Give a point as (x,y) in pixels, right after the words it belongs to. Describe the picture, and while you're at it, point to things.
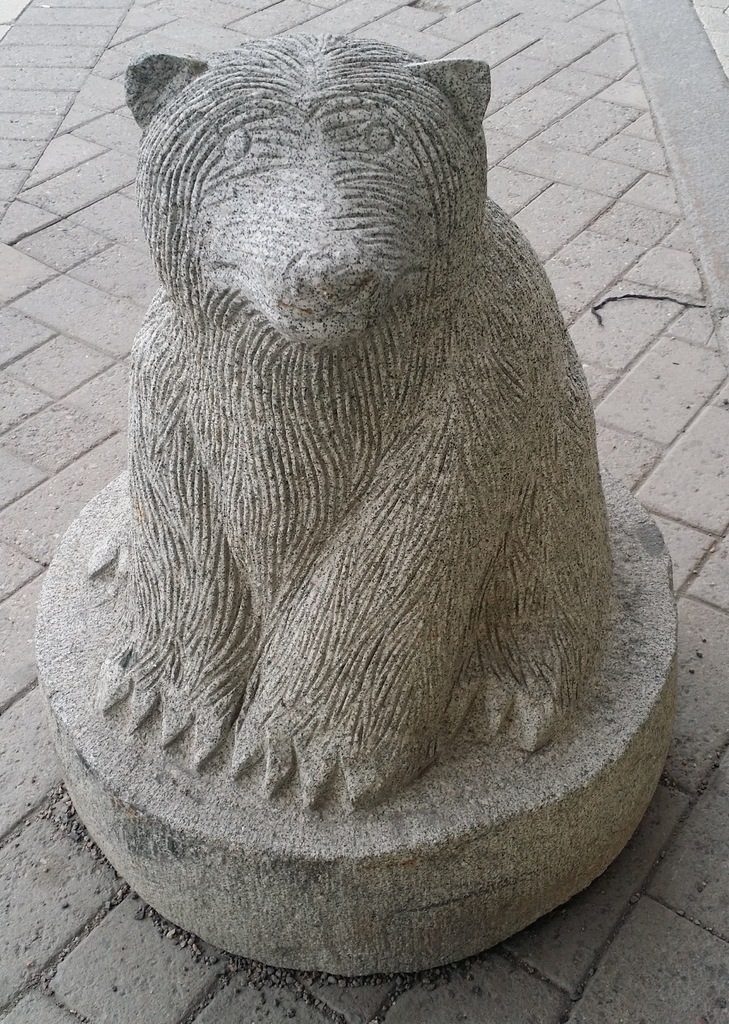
In the image we can see a statue (279,374) of an animal (329,403), gray in color and this is a footpath (596,84).
